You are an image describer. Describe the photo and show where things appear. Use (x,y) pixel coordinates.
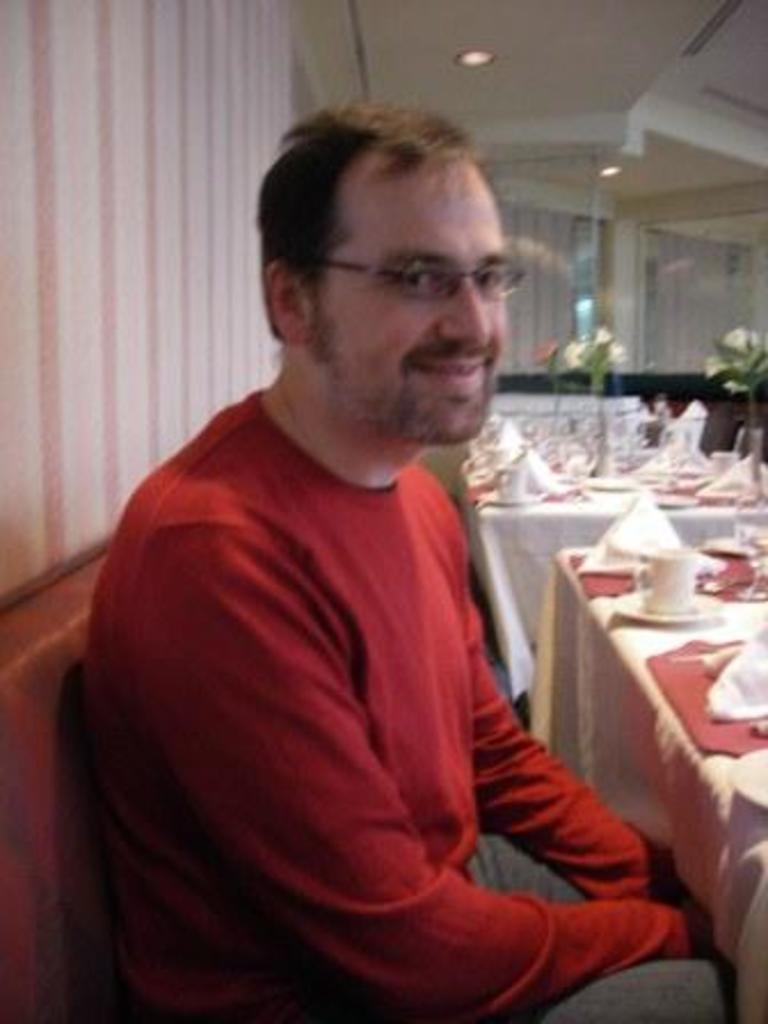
In the center of the image (393,580) we can see one person (249,793) is sitting and he is smiling. And we can see he is wearing glasses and he is in a red t shirt (349,679). In front of him, we can see one table (629,695). On the table (622,732), we can see one cloth (609,705), saucer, cup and a few other objects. In the background (745,231) there is a wall (734,222), lights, curtains (669,336), one table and a few other objects (534,472).
